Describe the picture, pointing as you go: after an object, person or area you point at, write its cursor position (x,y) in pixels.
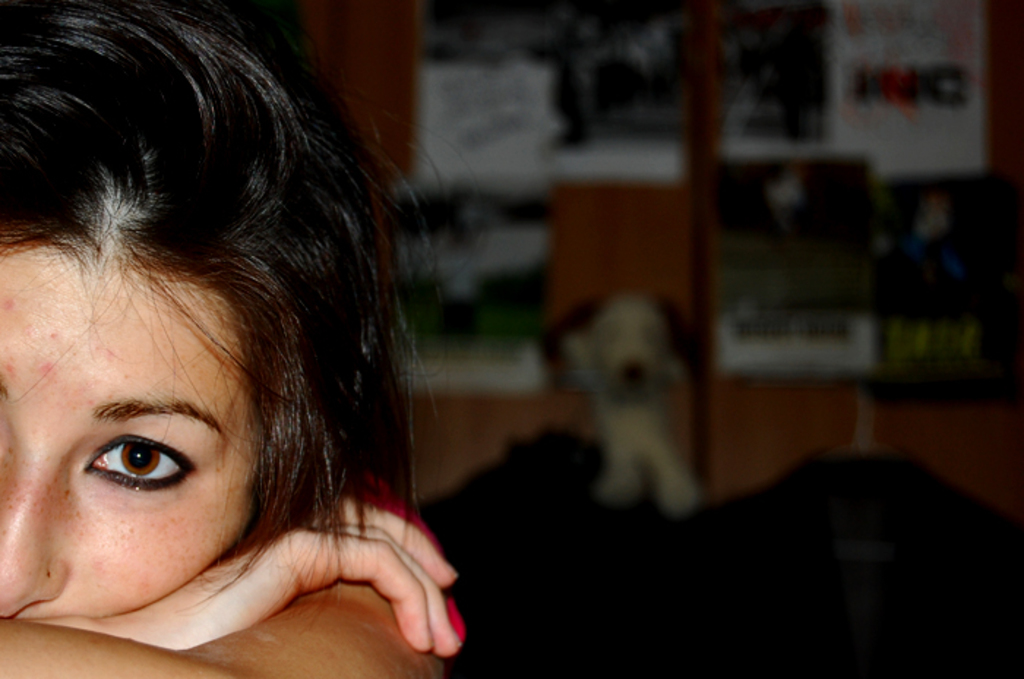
In this image there is a woman (208,498) in the background (633,30) it is blurred.
